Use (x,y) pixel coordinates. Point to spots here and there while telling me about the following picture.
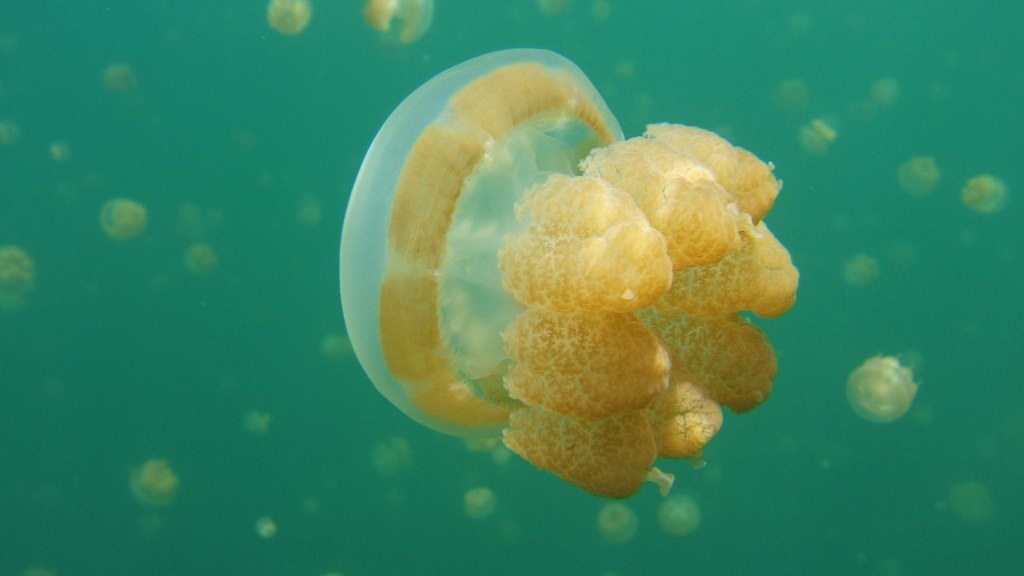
In this image we can see jellyfishes (530,290) in the water (459,460).
